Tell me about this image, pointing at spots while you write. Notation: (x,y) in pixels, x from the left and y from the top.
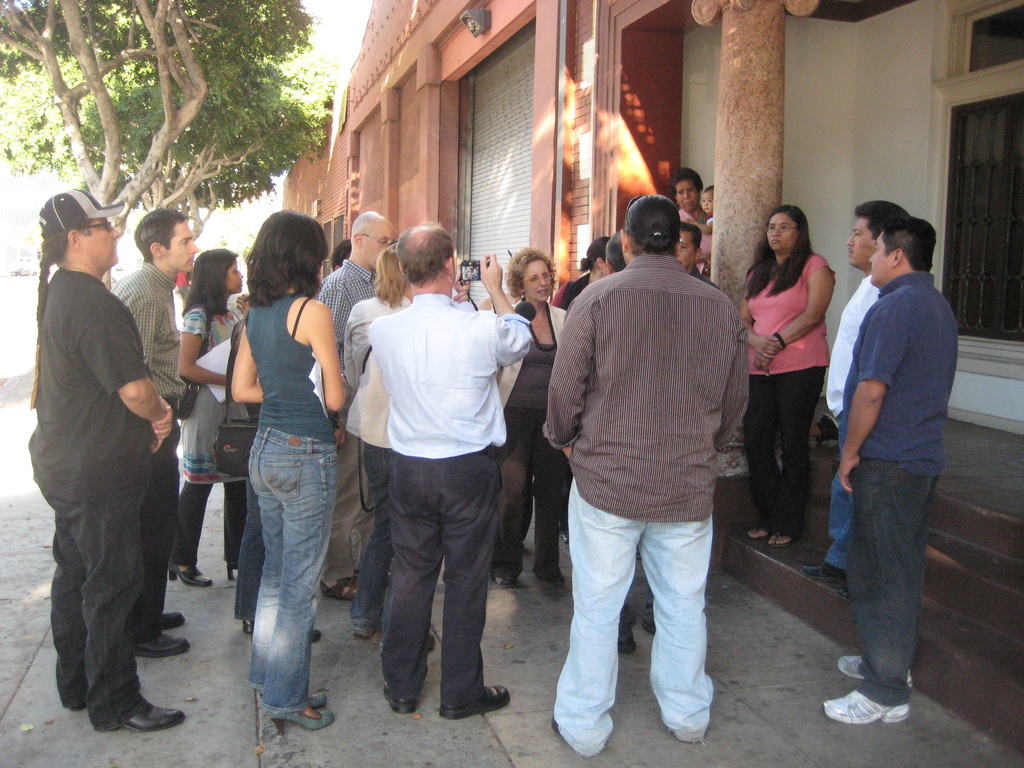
Here a group of people (413,287) are standing, on the left side (244,91) there are green trees (291,61) and this is the house (676,96).
